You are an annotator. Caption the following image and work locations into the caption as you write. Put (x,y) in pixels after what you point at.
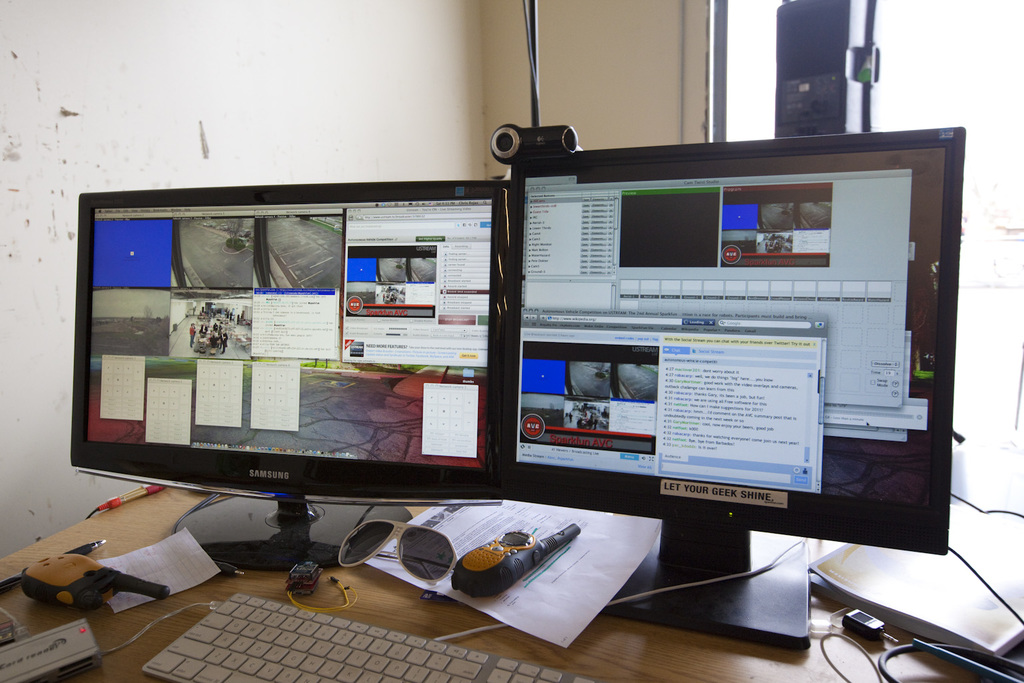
In this image I can see few monitors (367,255), keyboard (276,679), papers (480,599), wires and few objects (434,580) on the table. I can see the wall (278,103).
